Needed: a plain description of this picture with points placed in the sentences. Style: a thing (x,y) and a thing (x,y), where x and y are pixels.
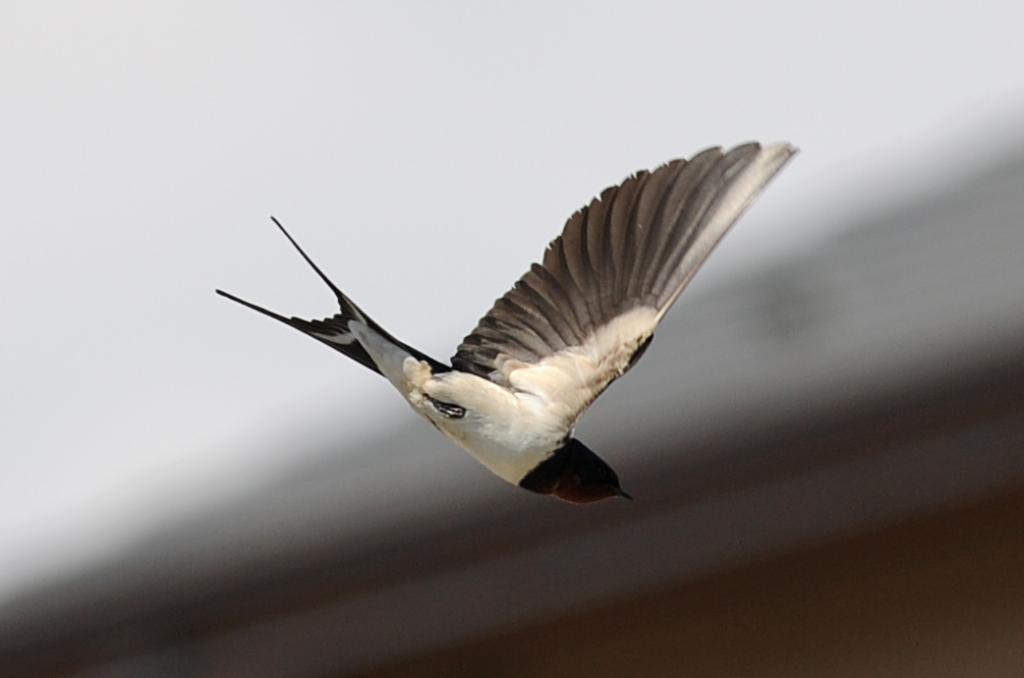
In this picture there is a bird (670,166) in the center of the image (630,363), it is flying.
